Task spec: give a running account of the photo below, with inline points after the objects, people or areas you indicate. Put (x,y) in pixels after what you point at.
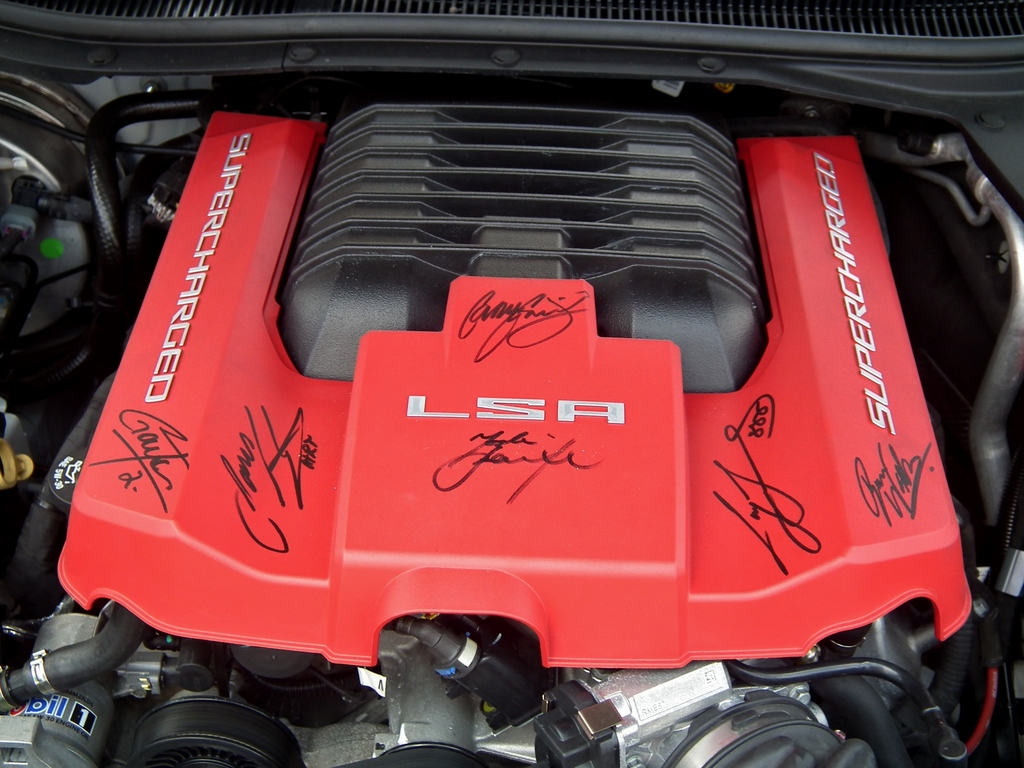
This is the picture of a car engine (333,547) which is in red and black color and also we can see some wires (991,685) and some other things (788,727).
